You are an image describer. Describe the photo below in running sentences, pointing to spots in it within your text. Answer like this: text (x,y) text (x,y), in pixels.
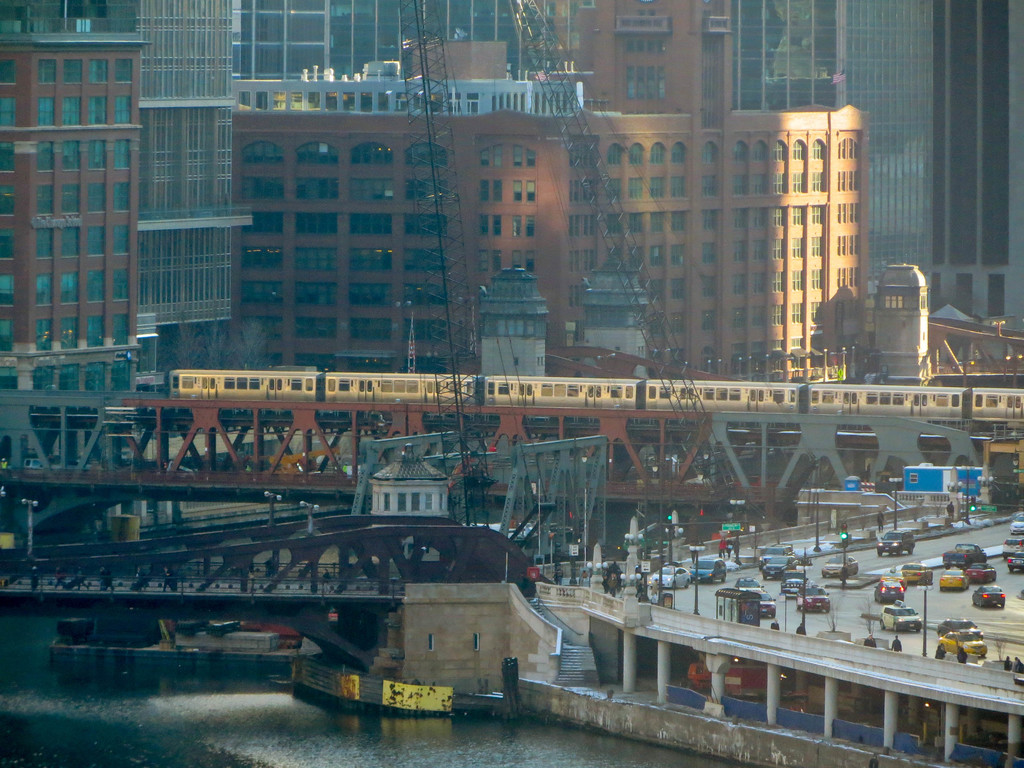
In this image we can see a few buildings (328,351), there are bridges (102,549) above the water (61,690), we can see a few vehicles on the road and also we can see some pillars (661,684), poles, boards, windows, cranes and a train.
